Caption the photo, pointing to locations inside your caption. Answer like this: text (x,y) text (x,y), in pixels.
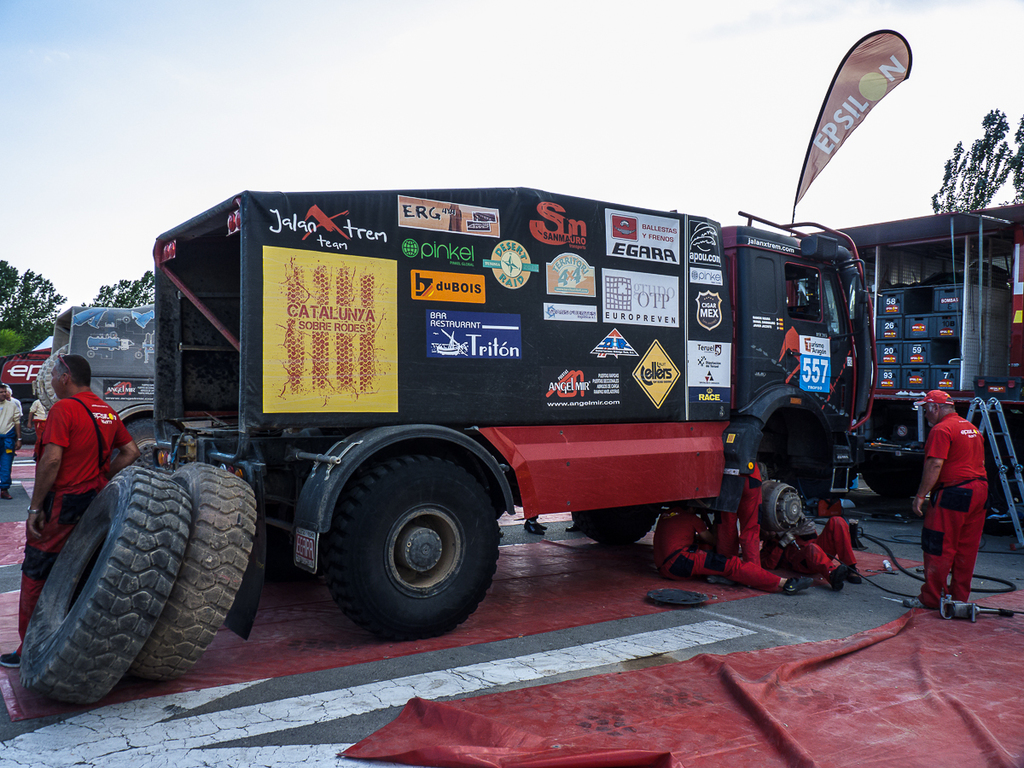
This is an outside view. Here I can see few vehicles (496,359) on the ground (557,659). There are few people (724,562) wearing red color dresses (844,540) and repairing the vehicle (805,480). On the left side (53,440) there are two wheels (136,539) and a man (62,499) is standing. In the background (56,313) there are some trees (24,314). On the top of the image (244,81) I can see the sky (414,71).
